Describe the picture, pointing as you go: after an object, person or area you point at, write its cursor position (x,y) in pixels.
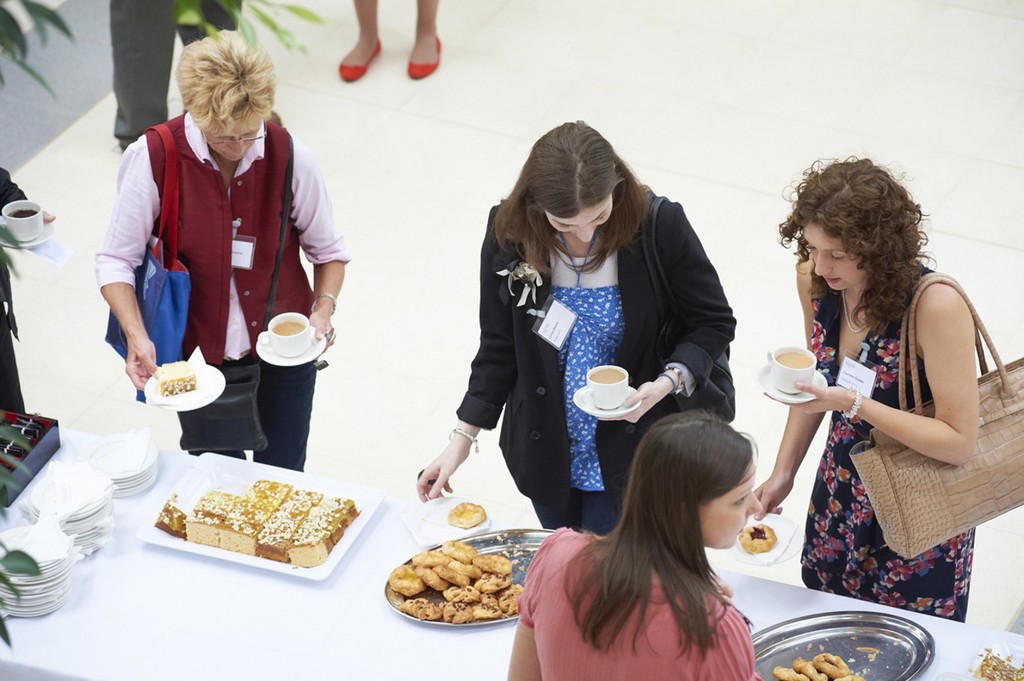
As we can see in the image there are few people (332,237) here and there and there is a table (156,634). On table (304,602) there are trays (333,552), plates (152,485) and food items (221,524).
